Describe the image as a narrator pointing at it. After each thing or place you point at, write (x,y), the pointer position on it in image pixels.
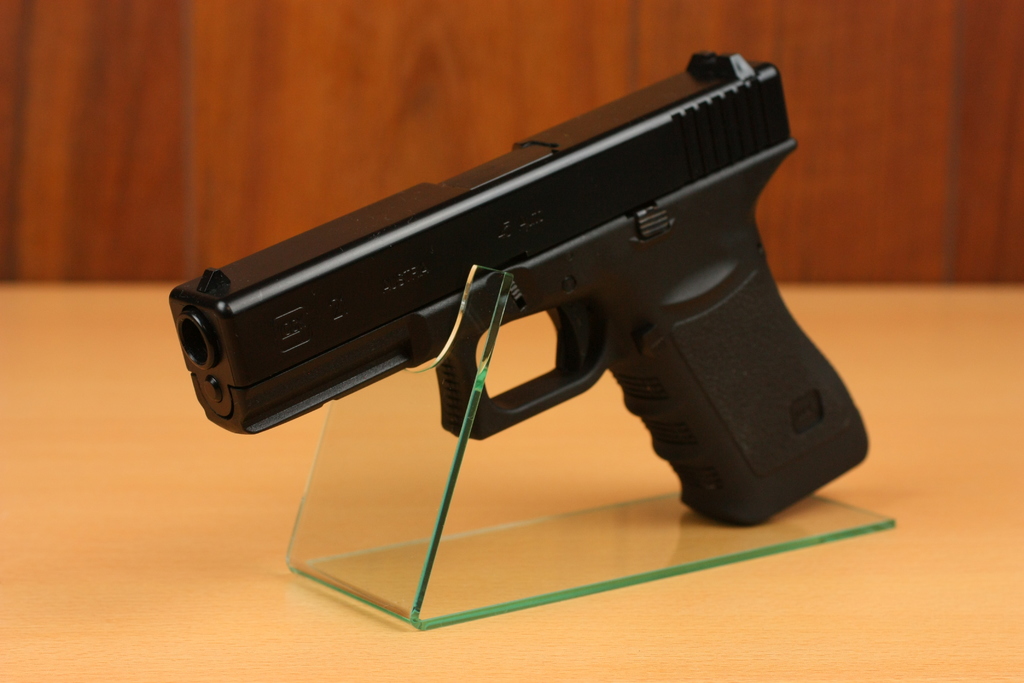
In the center of the image (421,273) we can see a pistol (417,311) placed on the stand (458,621). In the background (476,120) there is a wall (427,83).
